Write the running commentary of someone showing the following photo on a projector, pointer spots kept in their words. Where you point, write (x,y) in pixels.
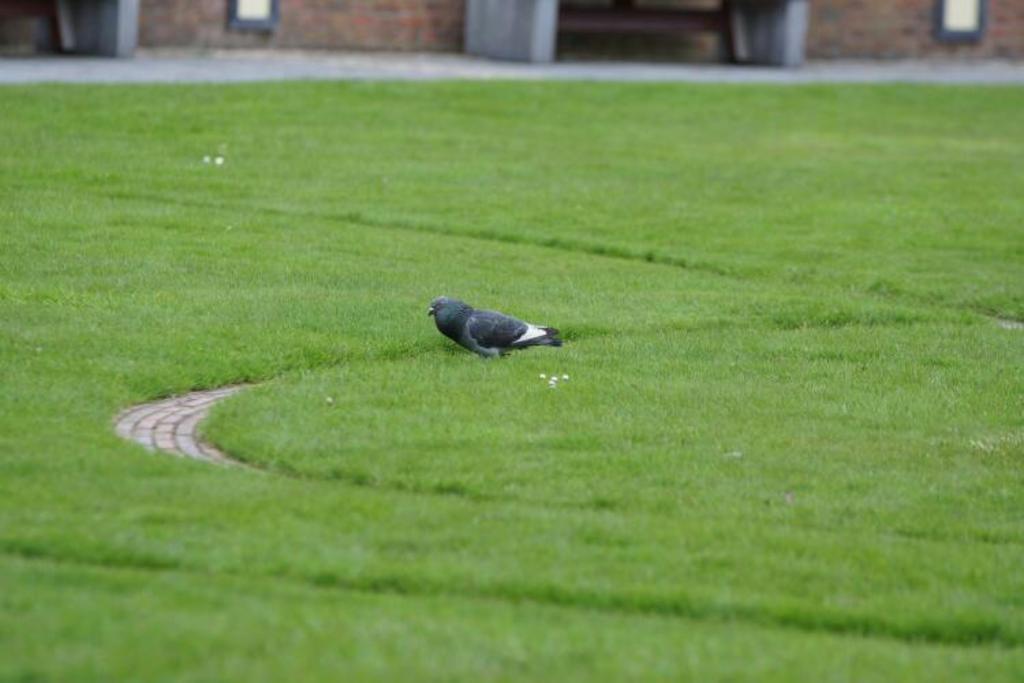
This image is taken outdoors. At the bottom of the image (436,530) there is a ground (769,213) with grass (568,193) on it. In the middle of the image (472,325) there is a bird (485,322) on the ground (640,370). In the background (261,39) there is a wall (391,41) and there is a road (253,66).
